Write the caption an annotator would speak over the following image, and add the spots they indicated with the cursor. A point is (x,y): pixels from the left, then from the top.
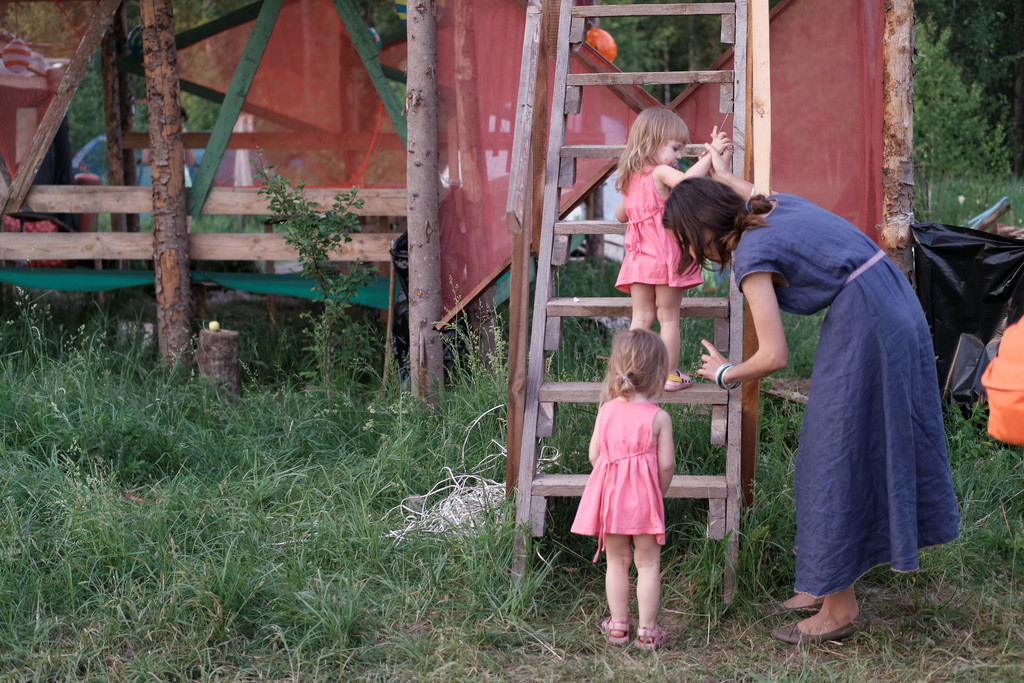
This image consists of two kids (631,210) wearing pink dress (651,189). On the right (843,310), there is a woman (840,300) wearing blue dress (819,461). The kids (648,382) are climbing the stairs (669,494). At the bottom (234,621), there is green grass (267,442). In the background (224,163) we can see wooden sticks (213,169) and a red cloth (840,144).
